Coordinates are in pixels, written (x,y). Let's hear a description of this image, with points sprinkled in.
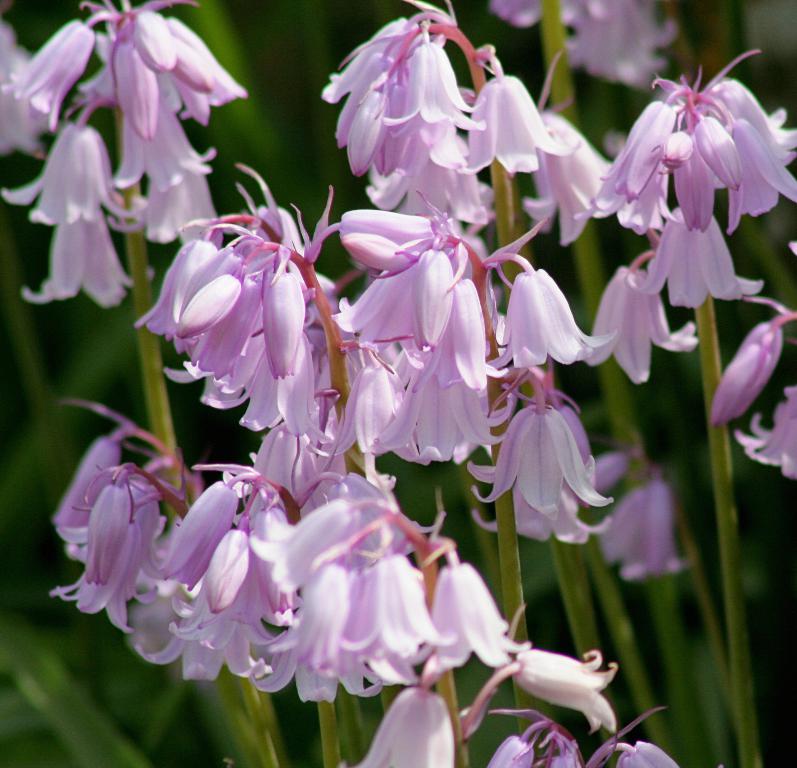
In this picture there are pink color flowers (156,23) in the image and there is greenery (768,257) in the background area of the image (420,473).
